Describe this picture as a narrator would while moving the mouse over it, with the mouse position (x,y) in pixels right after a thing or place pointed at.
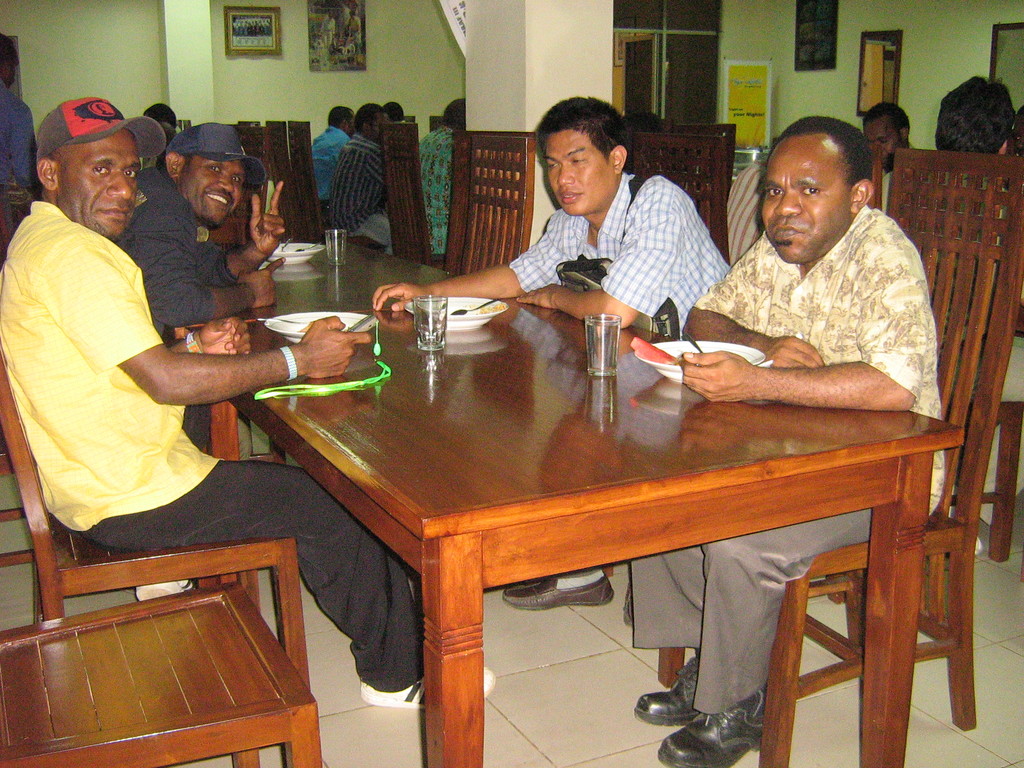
Here we can see a group of people (94,266) are sitting on the chair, and in front (516,318) there is the table (415,405) and plates (500,316) and some objects (606,344) on it, and here is the pillar (474,42), and here is the wall (240,64) and photo frames (245,49) on it.
